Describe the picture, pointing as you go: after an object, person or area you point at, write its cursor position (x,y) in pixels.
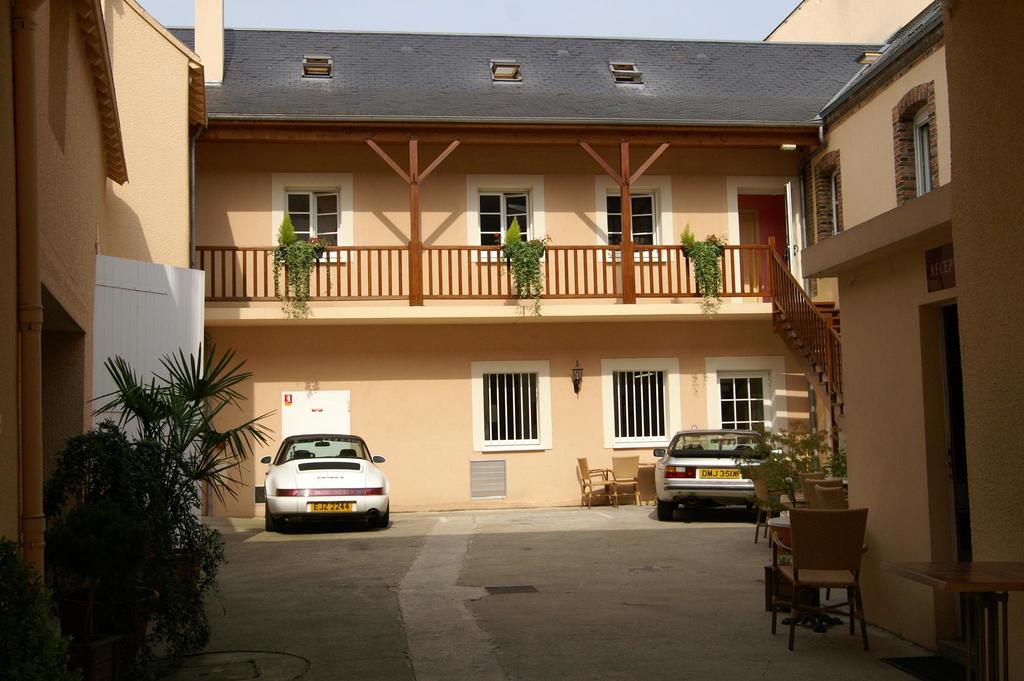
In this picture its a sunny day, there are two buildings (113,211) and two cars (685,464) parked. There is a small tree (155,506) at the left side (116,552) in the beginning and also trees (291,302) are also located on the wooden shaft (671,271) in the building (574,292). There are also three ventilators (315,56) on the roof (380,49) of the building (575,474). Many chairs (808,524) located on the ground level (486,618).
